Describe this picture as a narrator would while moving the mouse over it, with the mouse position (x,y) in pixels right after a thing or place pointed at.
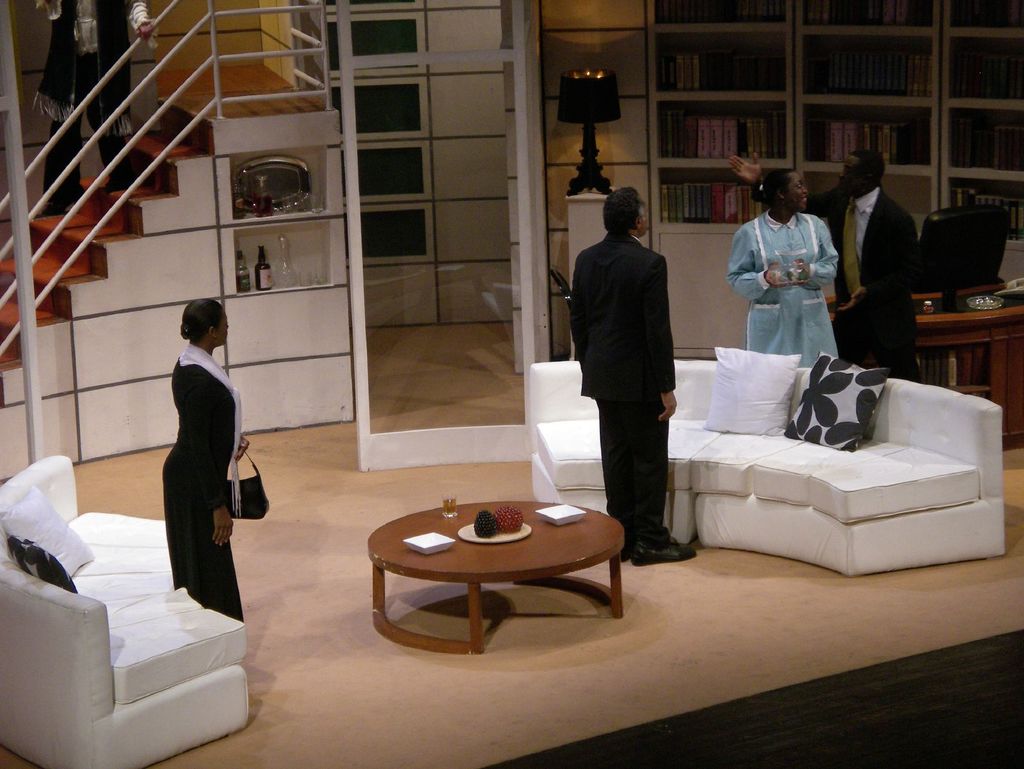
in a room (809,659) there are 2 white sofa (845,451). in the center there is a table (504,562). at the left (5,328) there are stairs (11,314) on which a person (101,112) is standing. in front of the left sofa (150,616) a person (204,477) is standing wearing a black dress (199,550). in front of another sofa (688,445) another person (658,418) is standing wearing a suit (628,294). behind the sofa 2 people (789,247) are standing, behind them there are shelves (707,175) in which there are books (722,201). to its left there is a lamp (600,117).
